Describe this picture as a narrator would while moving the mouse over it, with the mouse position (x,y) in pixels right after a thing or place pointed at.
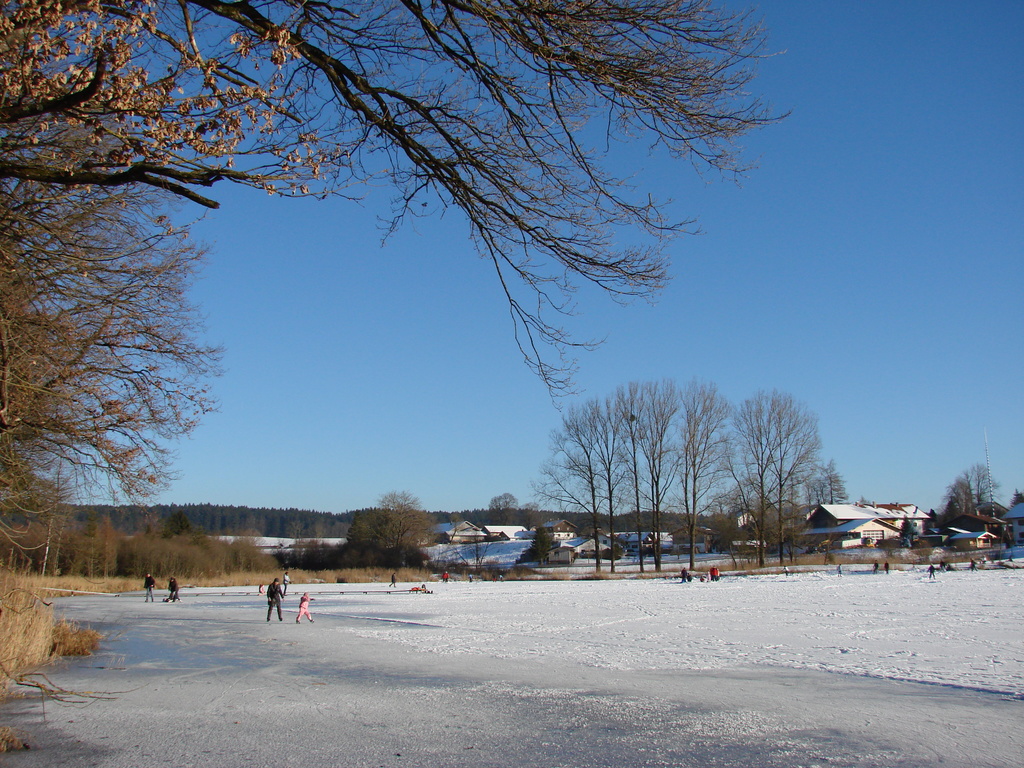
In this image we can see a group of people (283,594) standing on the ground (264,656). We can also see some houses (897,523) with roof (883,512), a group of trees (313,554), some plants (39,589) and the sky (412,270) which looks clear.
